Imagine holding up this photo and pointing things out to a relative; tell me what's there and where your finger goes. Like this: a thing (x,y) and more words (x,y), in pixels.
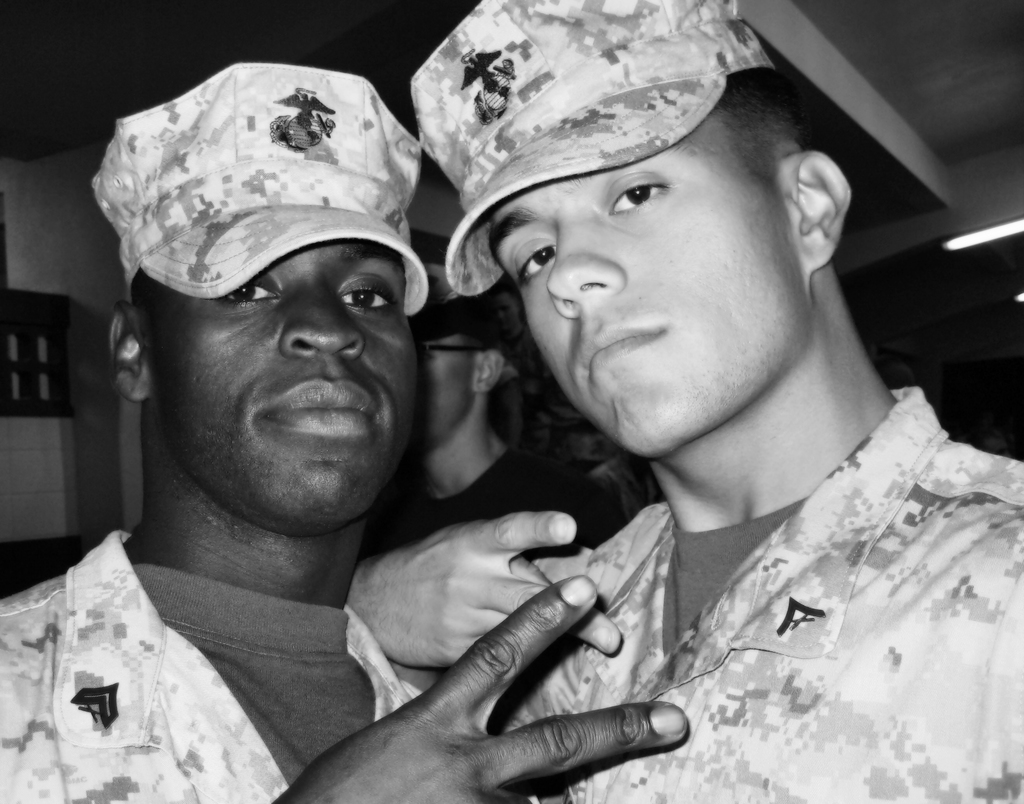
This picture is clicked inside the room (1008,136). In the foreground (689,209) we can see the two people (543,598) wearing uniforms (860,641) and seems to be standing. In the background (553,491) we can see the group of people (483,447). At the top (940,75) there is a roof (948,229) and the light (966,237). In the background (68,480) we can see the wall (72,443) and many other objects (517,410).
